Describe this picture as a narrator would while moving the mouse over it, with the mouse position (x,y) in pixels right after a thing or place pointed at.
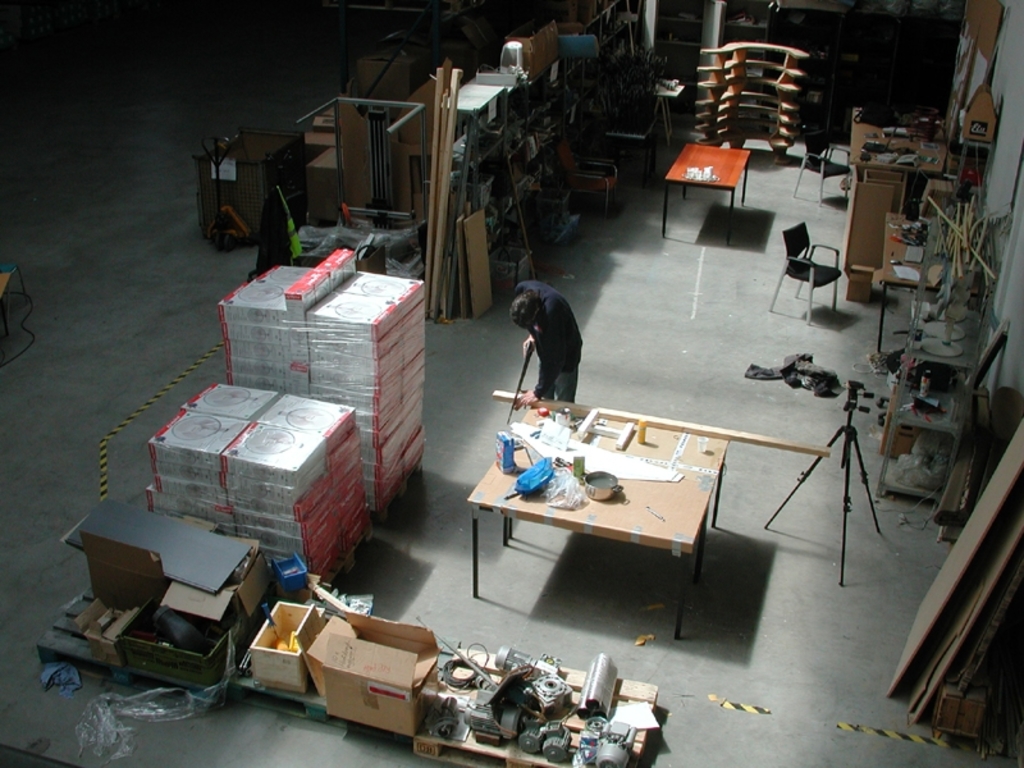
In the center of the image (532,325) there is a person (544,382) standing at the table (632,486). On the left side of the image (339,385) we can see boxes (316,326) and some objects (492,710), cardboards (125,570) placed on the ground (772,283). In the background (799,272) we can see table (675,165), chairs (785,276), sticks (961,261), wood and some objects (602,89) placed on the floor (257,122). On the right side of the image (848,471) we can see camera stand (844,440) and wood (934,583).
